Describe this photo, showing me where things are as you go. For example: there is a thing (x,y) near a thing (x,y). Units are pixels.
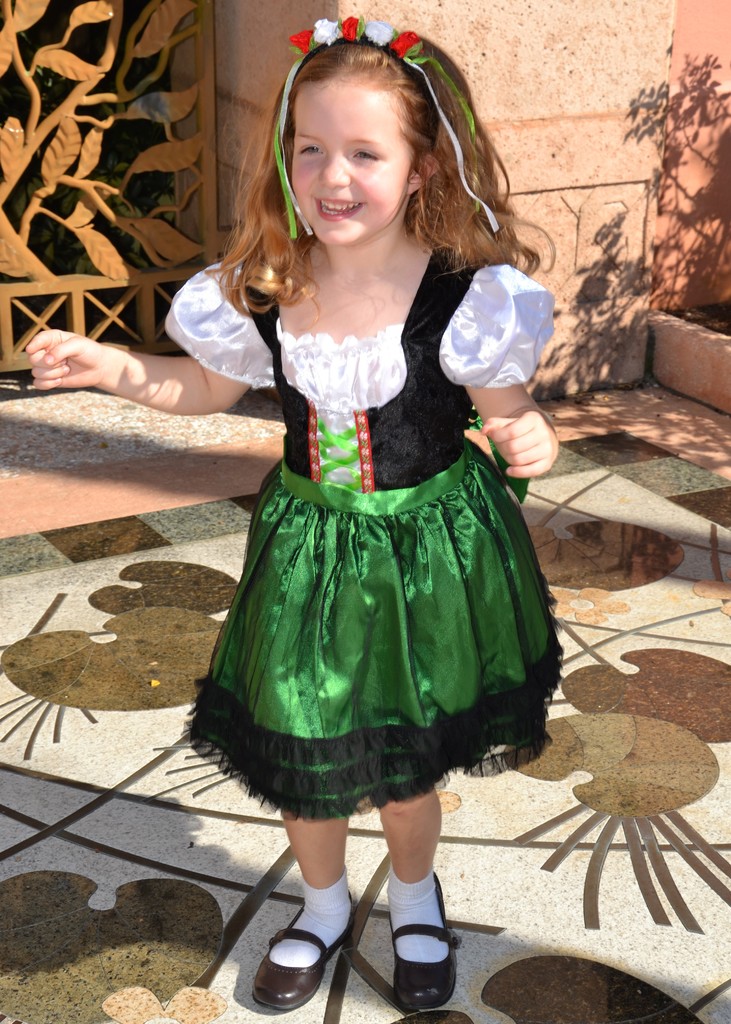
In this picture we can see a girl (211,684) smiling and standing on the floor (51,553) and in the background (598,285) we can see a shadow (662,122) of a plant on the wall (568,55).
